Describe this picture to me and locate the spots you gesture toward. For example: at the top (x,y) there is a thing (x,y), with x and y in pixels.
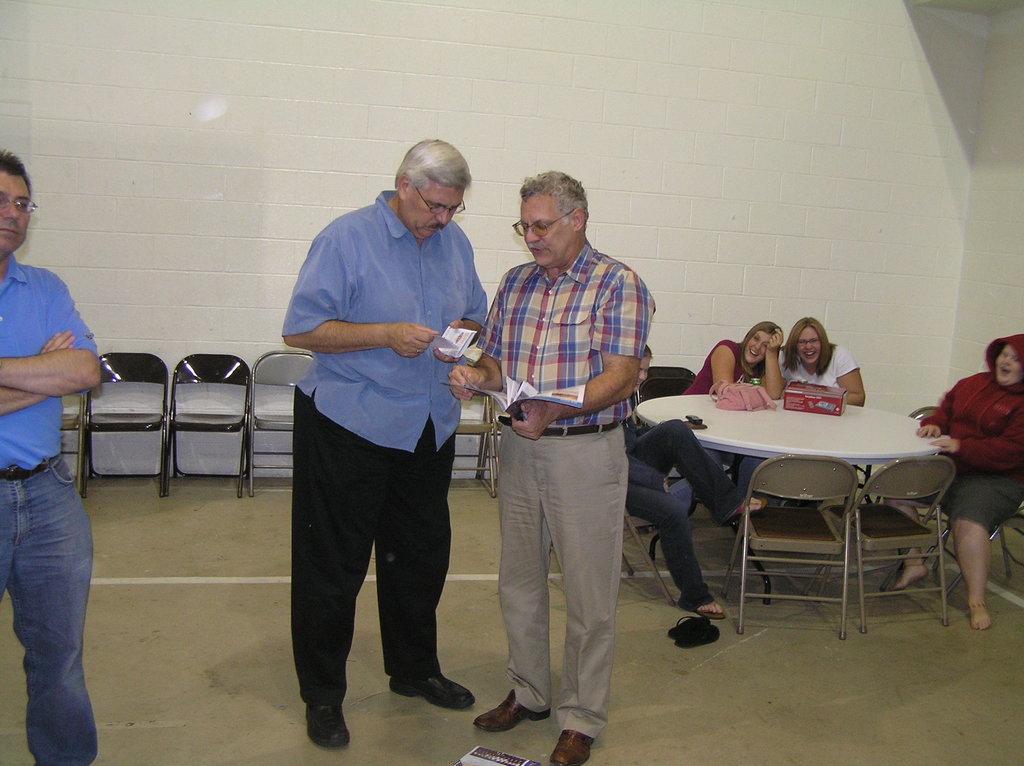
This image is taken inside a room (657,169), there are few people (648,325) in this room (477,357). In the middle of the room (216,320) two men (561,765) are standing and talking to each other holding a book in their hands (471,379). In the left side of the image (6,214) a man (89,748) is standing. In the right side of the image (973,378) a woman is sitting on a chair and there is a table (816,439). At the background (767,538) there is a wall (801,273) and there were few empty chairs (208,422).
